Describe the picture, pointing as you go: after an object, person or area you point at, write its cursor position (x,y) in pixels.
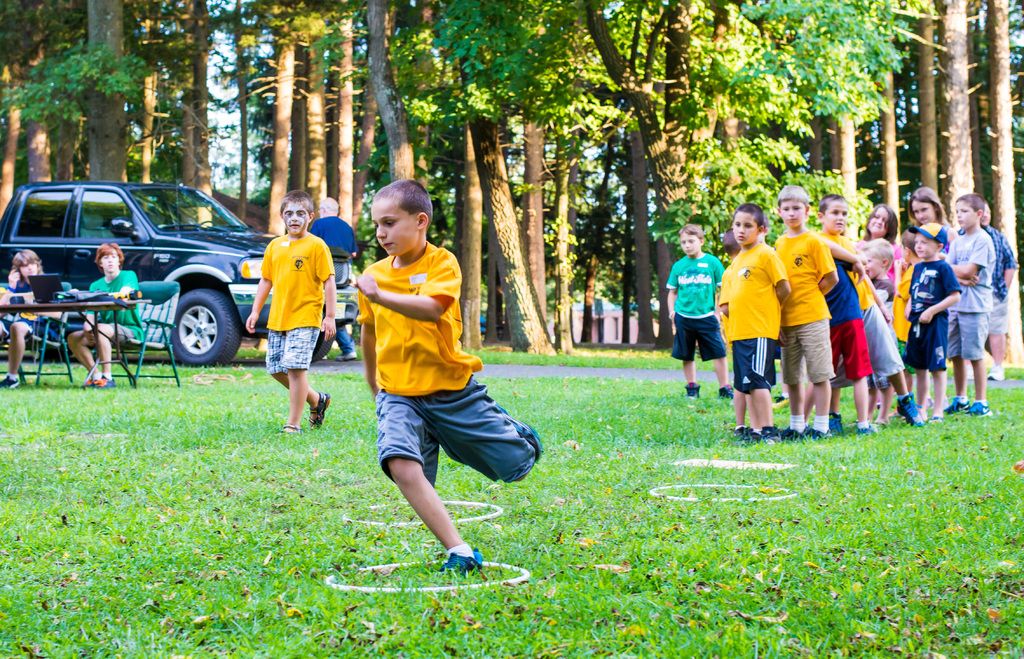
In this picture we can see a group of children (292,316), rings (375,567) on the grass (401,575), two people (96,288) sitting on chairs (168,284), laptop (41,300) and some objects (70,293) on the table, vehicle (143,265), man (331,235), trees (499,124) and in the background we can see the sky (231,113).
